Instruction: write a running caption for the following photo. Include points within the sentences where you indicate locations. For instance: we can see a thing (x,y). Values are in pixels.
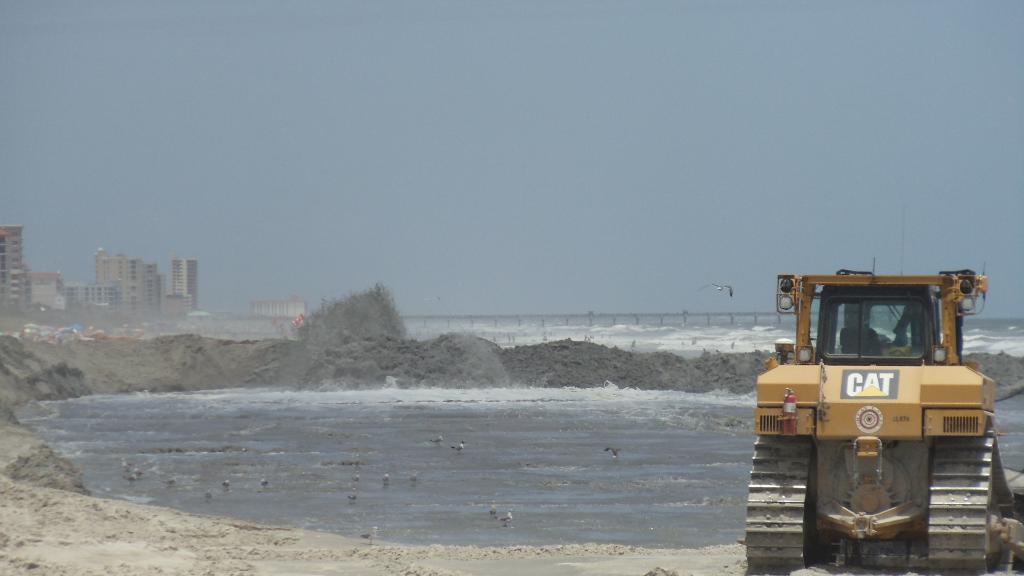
There are some birds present on the Sea (468,436) as we can see in the middle of this image (524,327). There are some buildings (143,297) on the left side of this image (137,280) and there is a vehicle (761,373) on the right side of this image (810,369). There is a sky (498,187) at the top of this image (450,140).
